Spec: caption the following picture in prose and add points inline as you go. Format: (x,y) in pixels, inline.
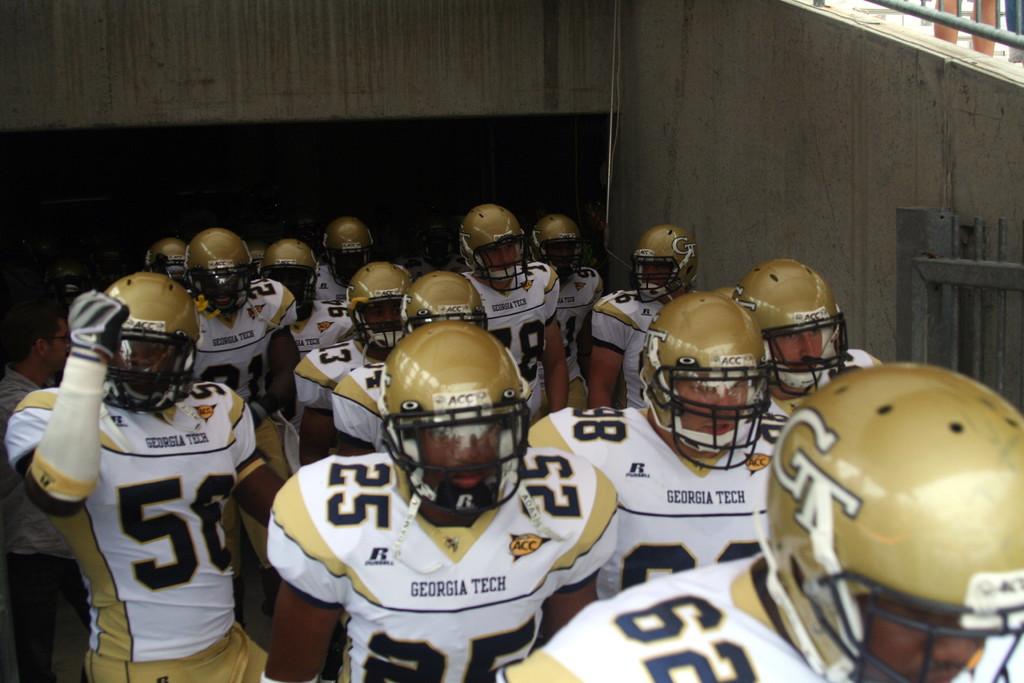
In this image I can see a group of people (367,404) wearing white and gold color dresses (499,521) and helmets (363,330). Back I can see a wall (735,151).
